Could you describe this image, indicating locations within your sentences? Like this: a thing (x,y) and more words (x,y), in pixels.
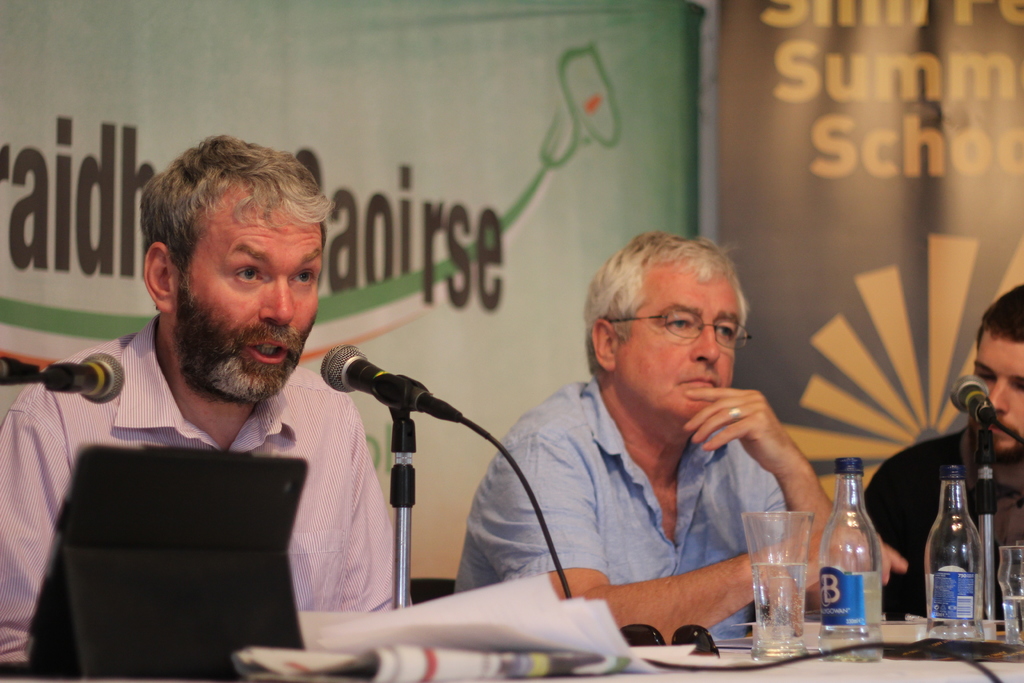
In this image I can see three men (347,436) are sitting in front of a table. On the table (814,631) I can see there are few glasses (777,565), glass bottles (950,524) and microphone (410,546) on the table (678,672). In the background (418,373) I can see there are banners (602,123).
